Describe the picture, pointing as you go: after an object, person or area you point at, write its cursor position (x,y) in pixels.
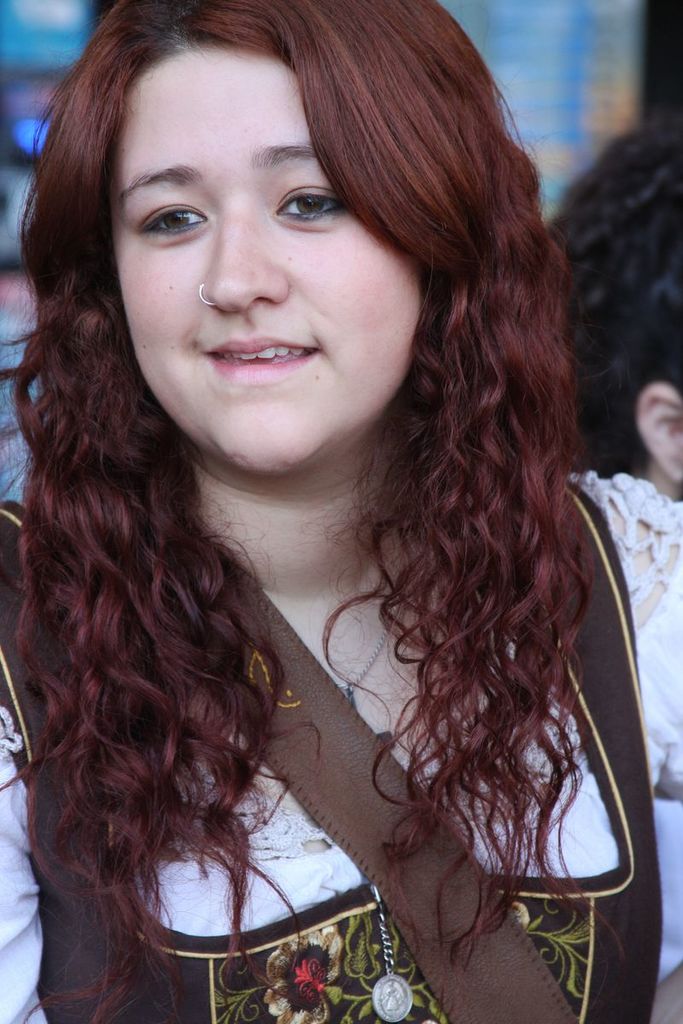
A beautiful girl (499,328) is smiling, she wore white color dress (653,772).
